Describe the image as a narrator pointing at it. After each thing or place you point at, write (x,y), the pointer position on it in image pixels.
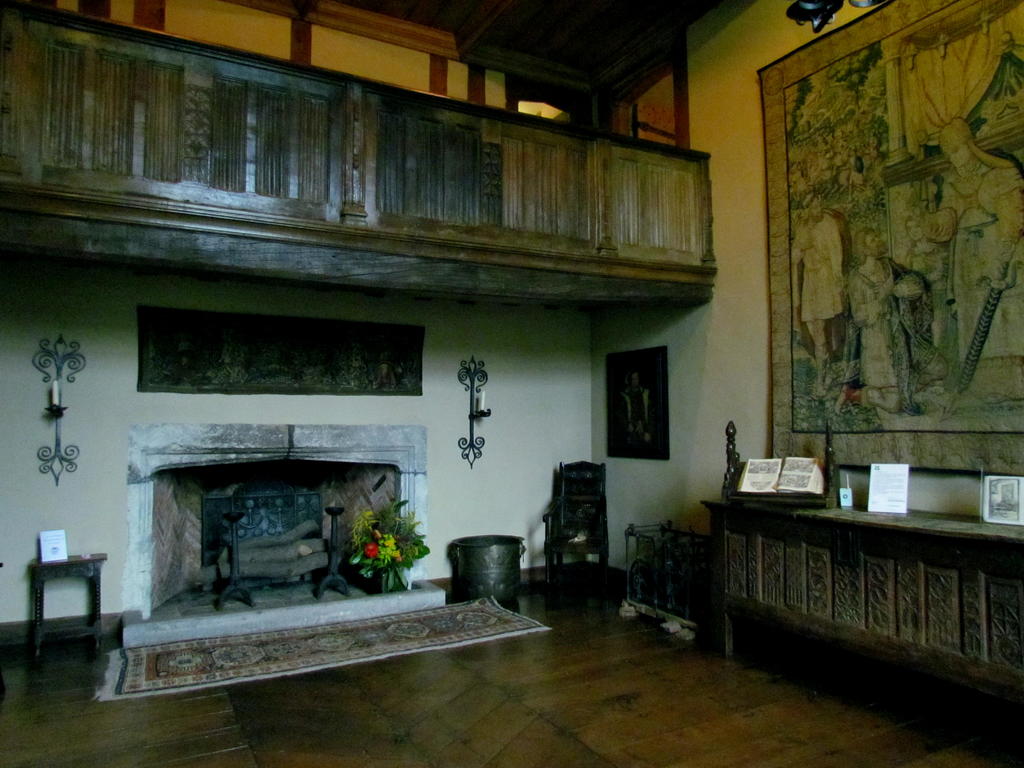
In this image I can see few boards (989,520) on the wooden surface (847,521) and I can also see few objects (868,392) attached to the wall (446,411), the fireplace (292,503), carpet (361,630) and I can also see few flowers (388,535) in red and yellow color.
